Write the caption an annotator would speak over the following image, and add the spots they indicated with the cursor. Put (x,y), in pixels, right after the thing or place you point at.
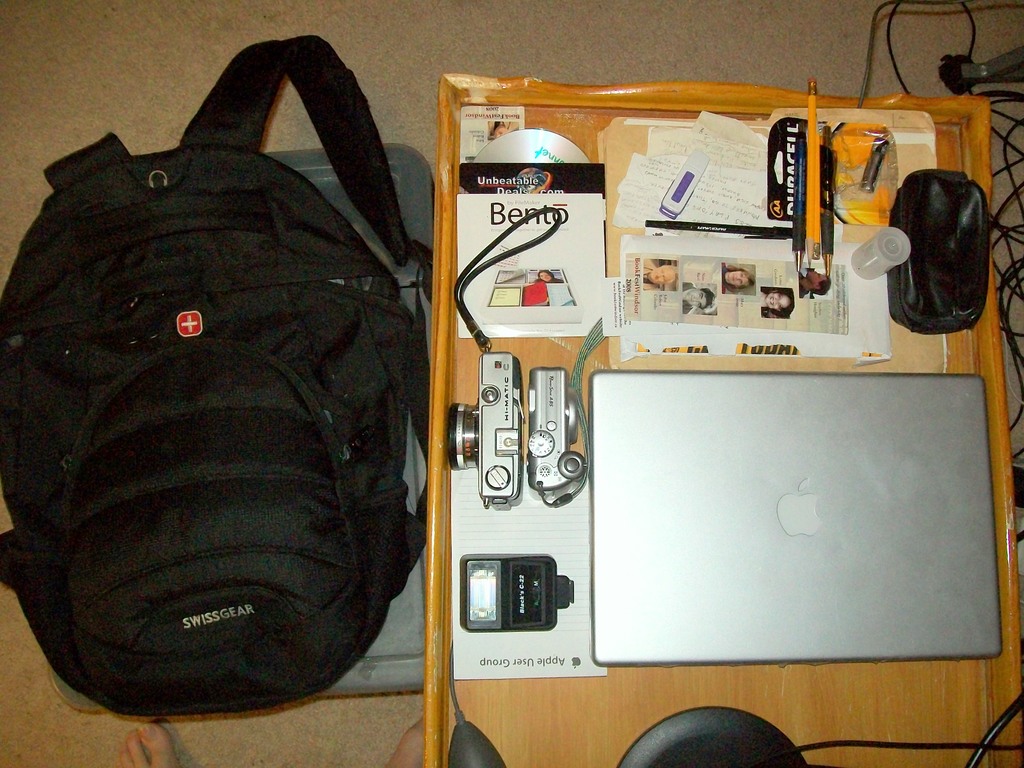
There is a laptop (714,558), two cameras (490,410) and few other articles (669,198) on a table (553,117) beside a backpack (242,408).
